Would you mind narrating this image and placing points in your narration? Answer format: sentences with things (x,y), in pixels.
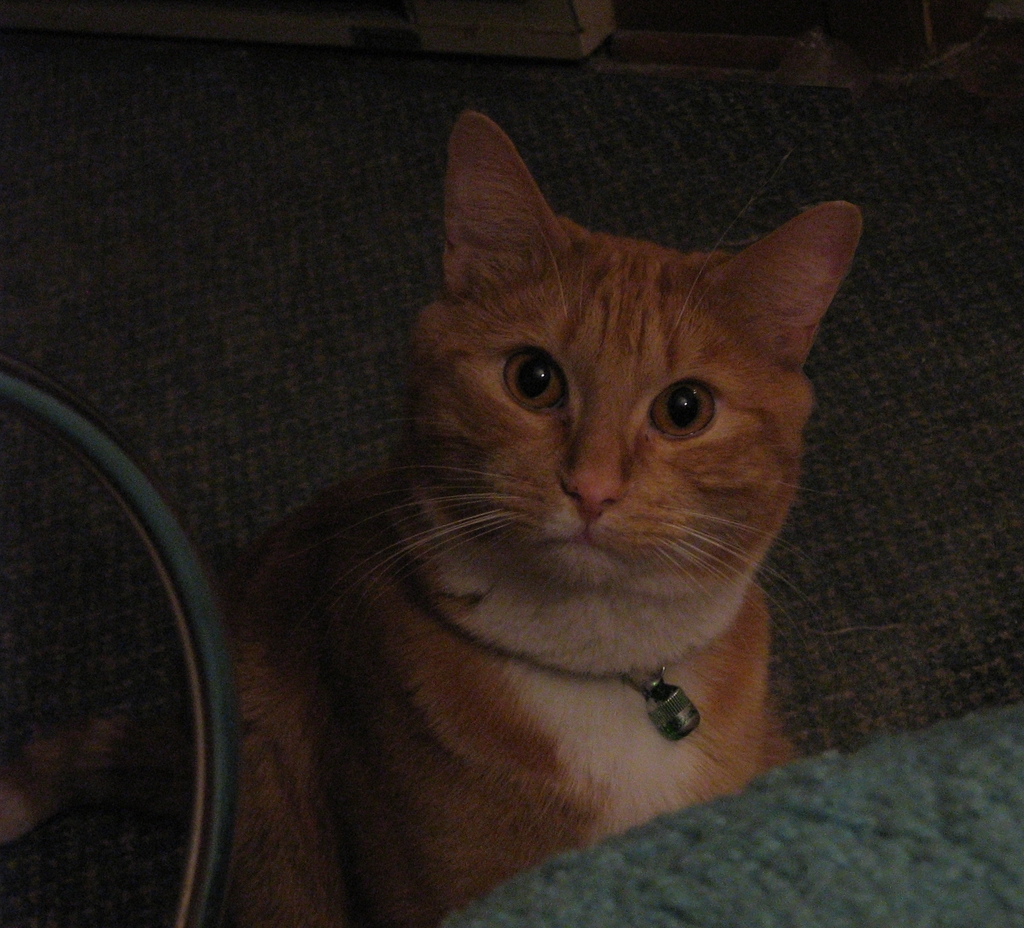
In this image we can see a cat (361,571) on the floor (995,498), also we can see an object (947,842).
